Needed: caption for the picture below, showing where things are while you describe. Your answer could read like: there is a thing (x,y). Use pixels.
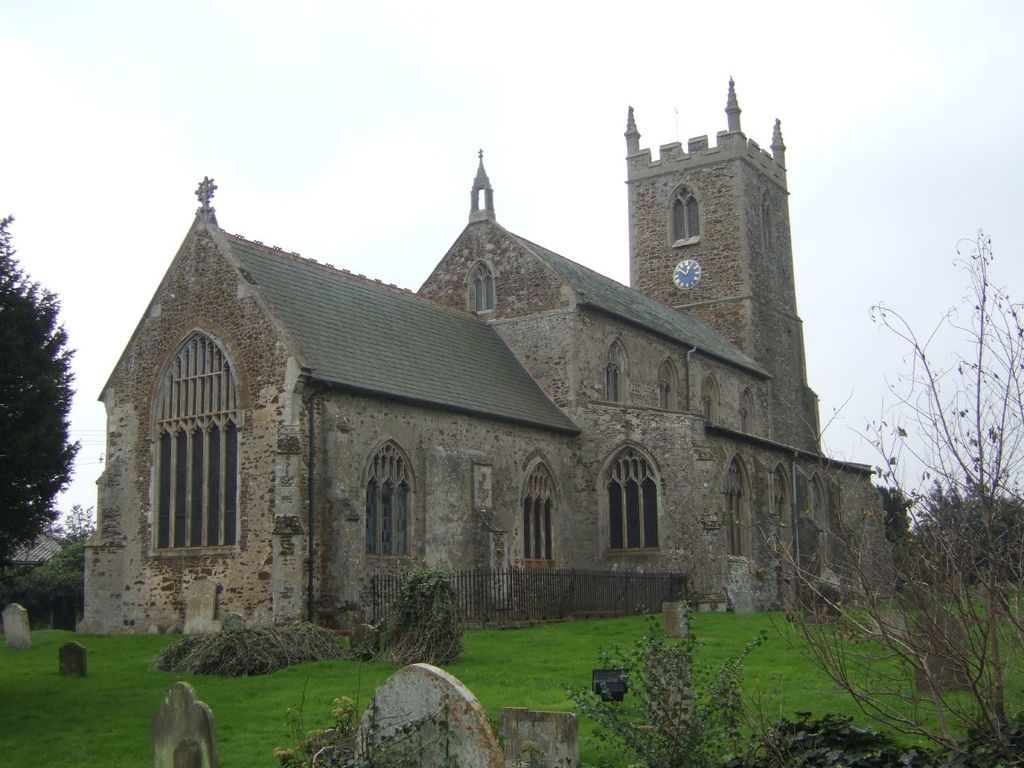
In this image I can see grass (269,675), a building (272,607), few trees (62,610) and here I can see few stones (526,735).
